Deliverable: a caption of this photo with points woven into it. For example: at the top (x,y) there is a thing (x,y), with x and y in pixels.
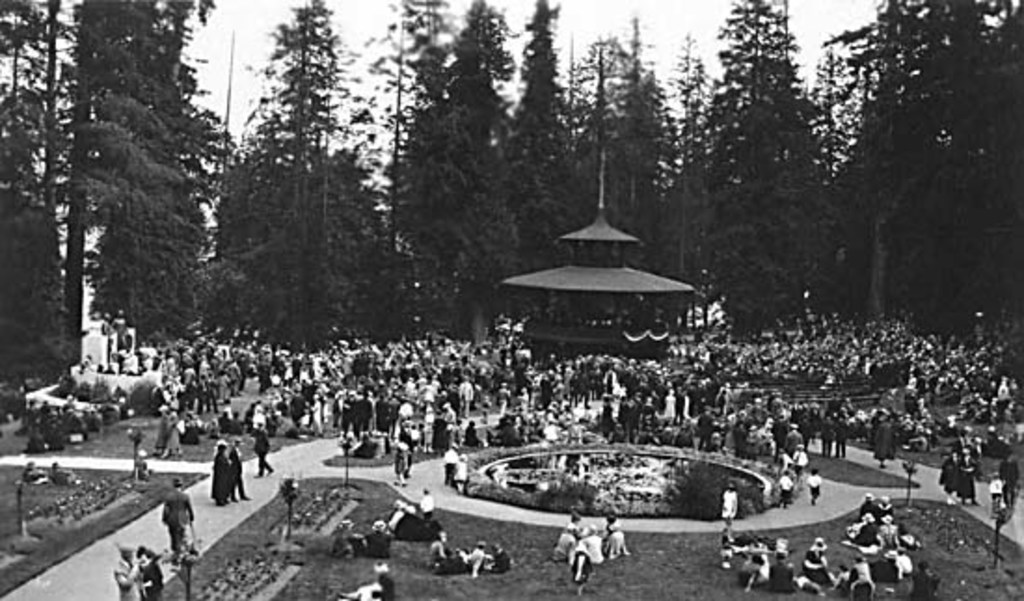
This is a black and white image. In this image there are so many people (348,427). At the center of the image (592,314) there is a building (586,296). In the background (256,197) there are trees (576,180) and a sky (608,16).
